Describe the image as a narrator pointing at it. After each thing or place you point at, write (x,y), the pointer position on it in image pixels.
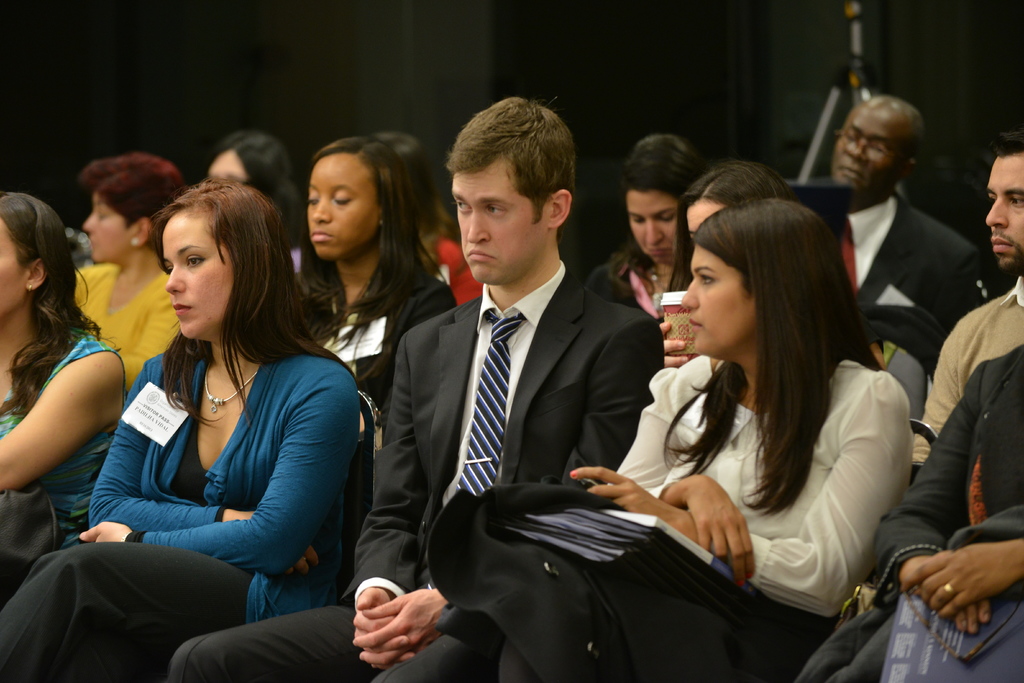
In this image we can see some persons (735,518), book (655,519) and other objects (677,549). In the background of the image (64,11) there is a wall (744,22), stand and other objects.
